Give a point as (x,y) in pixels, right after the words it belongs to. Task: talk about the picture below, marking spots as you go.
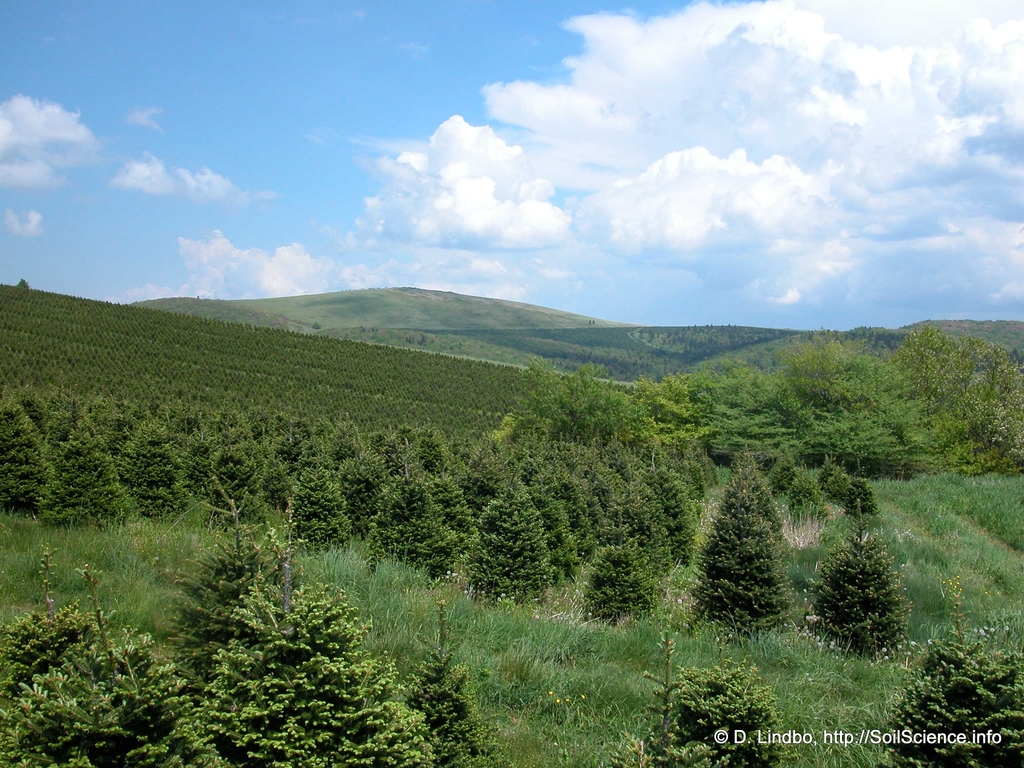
In this image at the bottom (684,601) there are some plants (842,621) grass (267,518) and trees (485,395), in the background (501,315) there are mountains (519,315). On the top of the image (98,133) there is sky (567,194).
